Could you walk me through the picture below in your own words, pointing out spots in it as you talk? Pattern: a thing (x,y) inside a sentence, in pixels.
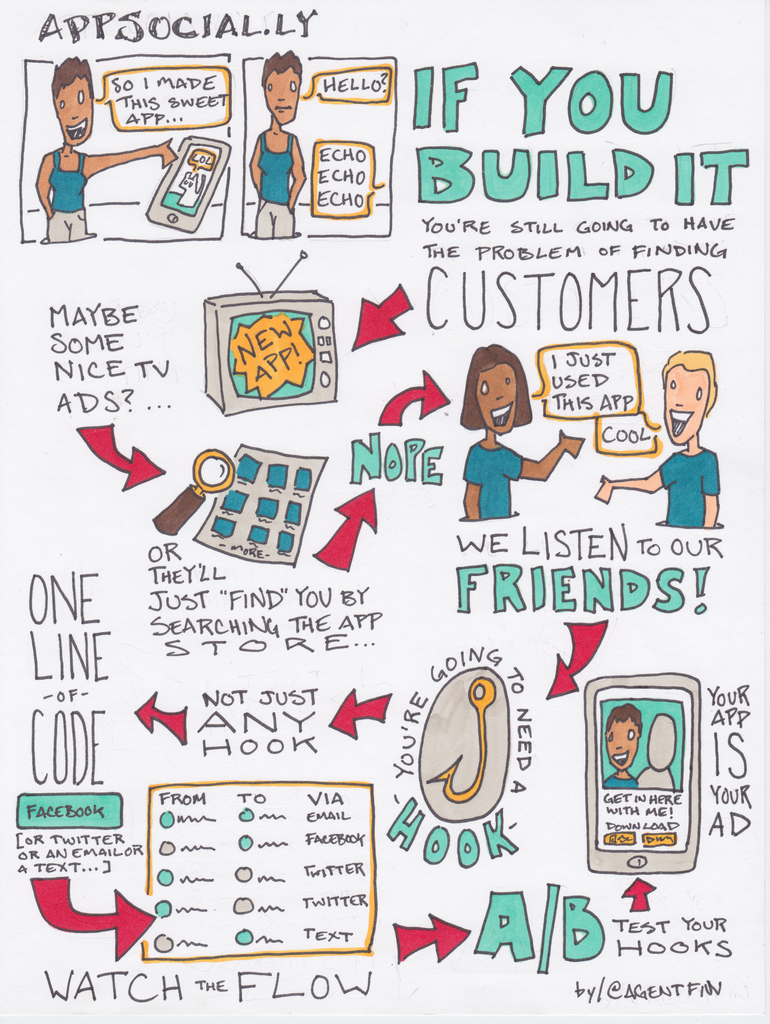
In the foreground of this image (284,144), there is text (215,641) and images of television (327,310), people (286,114), arrows (422,399) and dialogue boxes (347,152).
